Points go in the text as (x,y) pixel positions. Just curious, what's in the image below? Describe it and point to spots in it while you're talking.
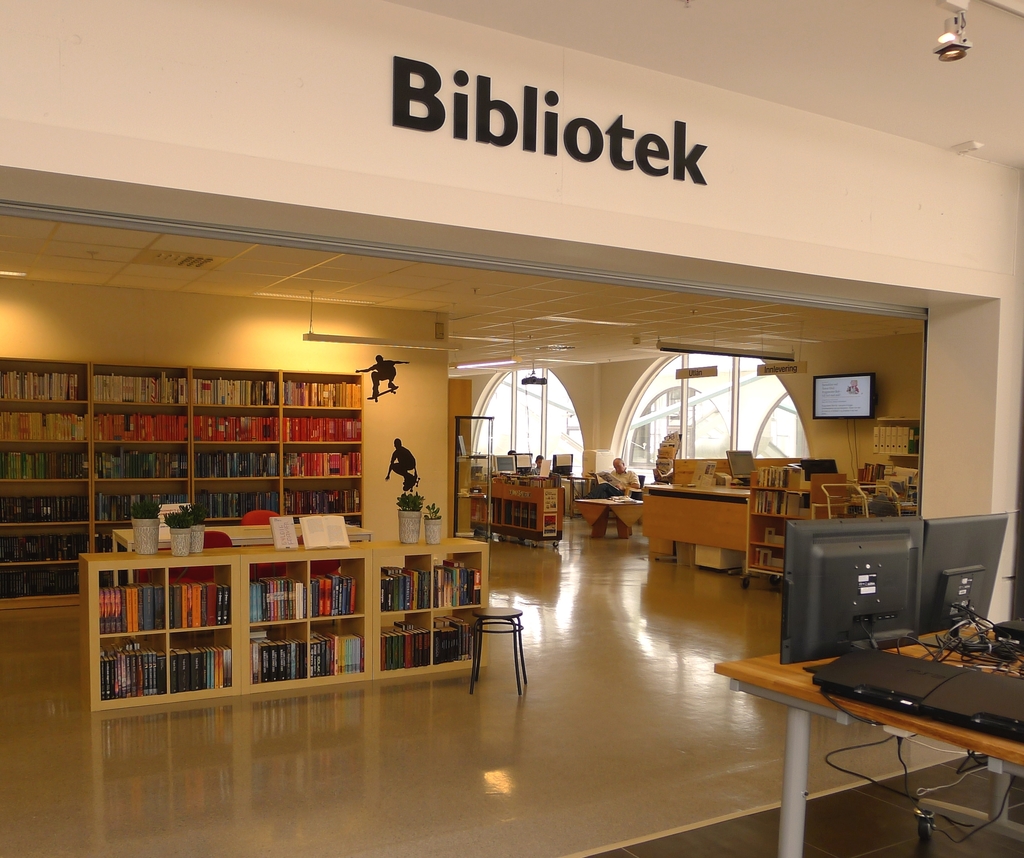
In this picture there are several wooden shelves (231,446) containing books (265,611) and there are monitors (821,624) to the right side of the table (814,690). There is a name (528,136) called Bibliotek on the top (615,150).
